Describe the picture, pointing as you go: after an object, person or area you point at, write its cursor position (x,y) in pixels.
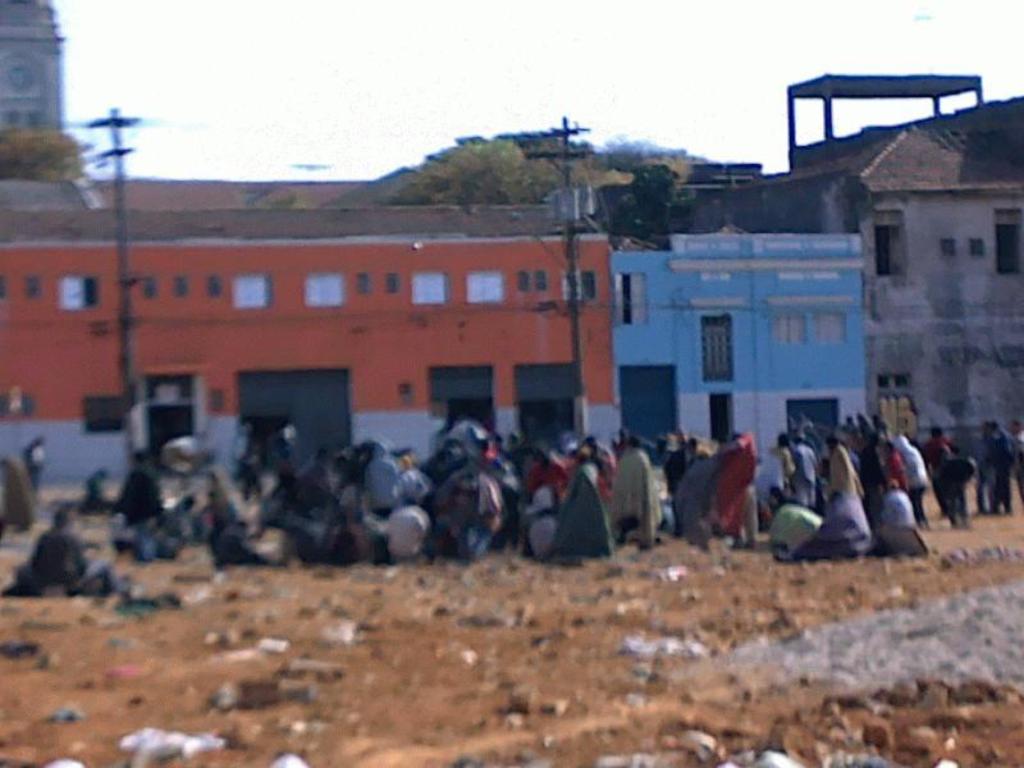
In this image I can see few people (662,474) are sitting and few (637,491) are standing on the ground (378,632). In the background (555,420) there are some buildings (481,350), poles (129,339) and trees (441,161). On the top of the image (423,69) I can see the sky (281,74).
